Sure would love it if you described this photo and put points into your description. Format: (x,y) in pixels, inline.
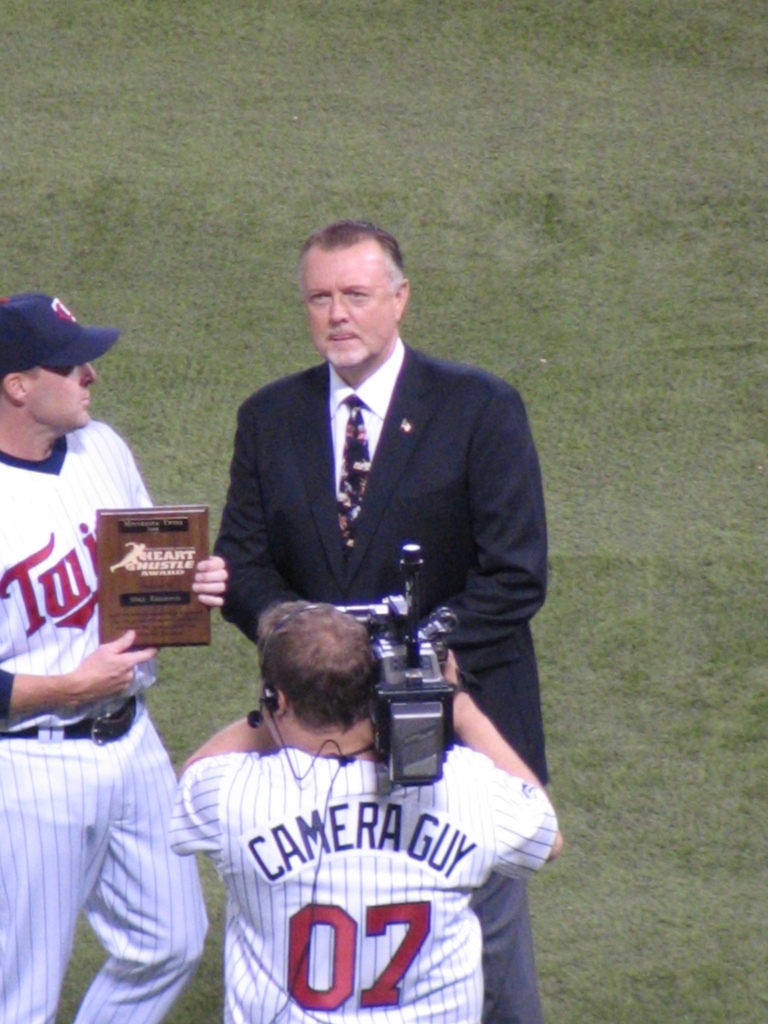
In this image we can see a man (413,483) wearing the suit (404,398) and standing. We can also see the person (305,740) holding the camera (423,736). On the left (52,396) there is a person (93,383) wearing the cap (30,329) and holding the plaque (156,573). In the background (193,497) we can see the ground (177,655).
